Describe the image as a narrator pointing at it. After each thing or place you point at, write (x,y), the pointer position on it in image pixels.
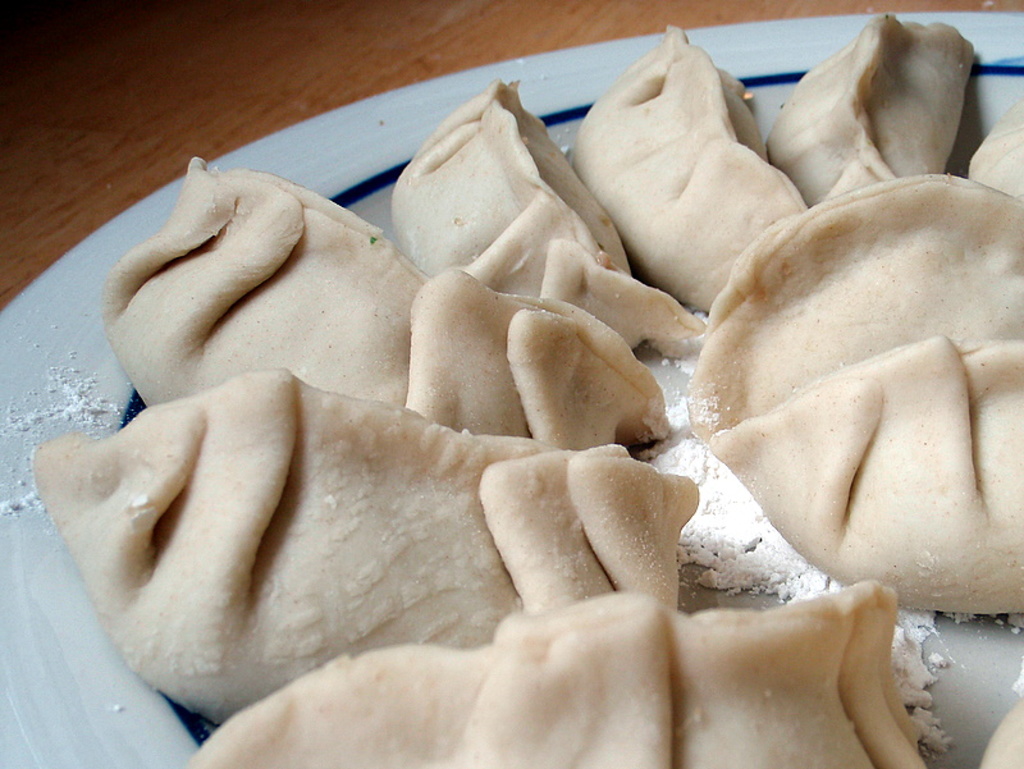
In this picture I can see there is some food (679,476) placed in the plate (276,142) and it is placed on the wooden table (204,55).
